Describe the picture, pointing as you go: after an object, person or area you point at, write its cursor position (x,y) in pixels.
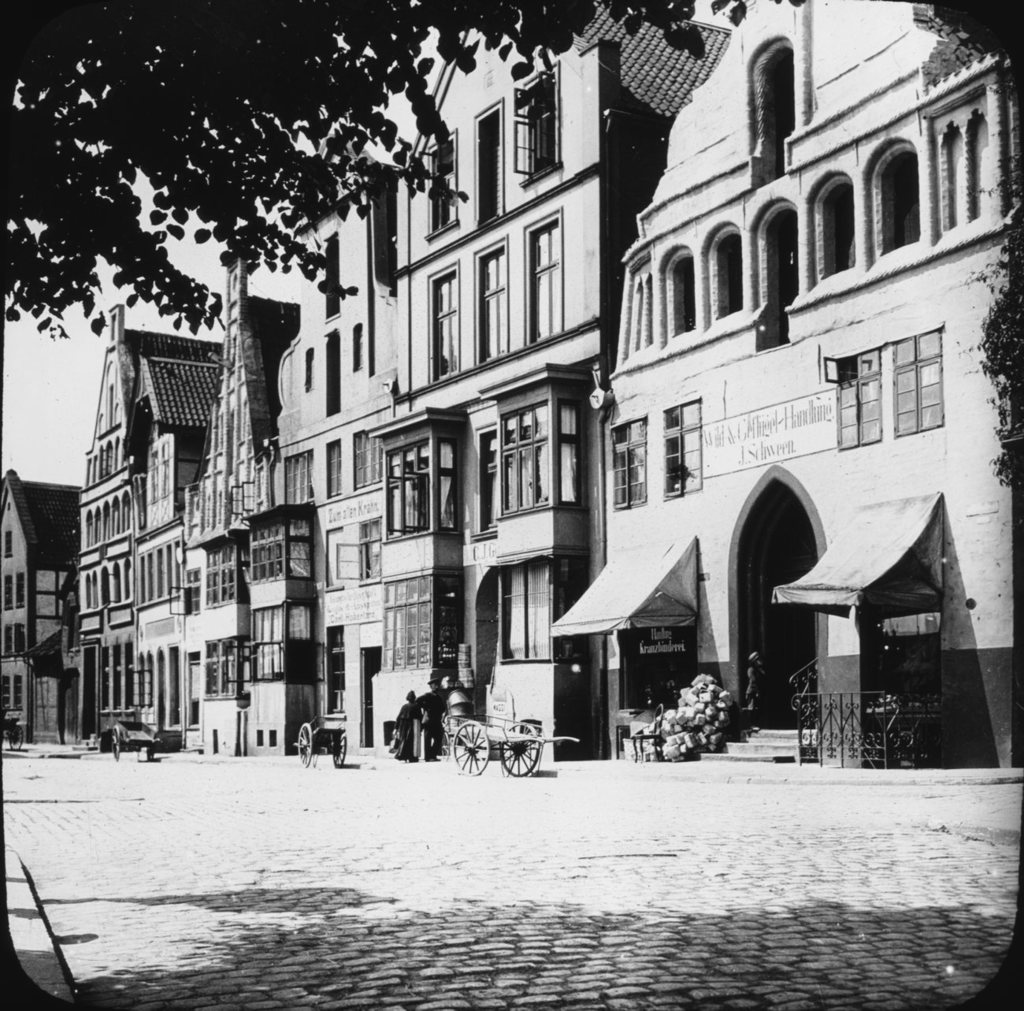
This is black and white image where we can see so many buildings (638,500). In front the building (205,542) carts (472,752) are there on the road (405,953). Top left of the image (175,125) tree (175,125) is there.
